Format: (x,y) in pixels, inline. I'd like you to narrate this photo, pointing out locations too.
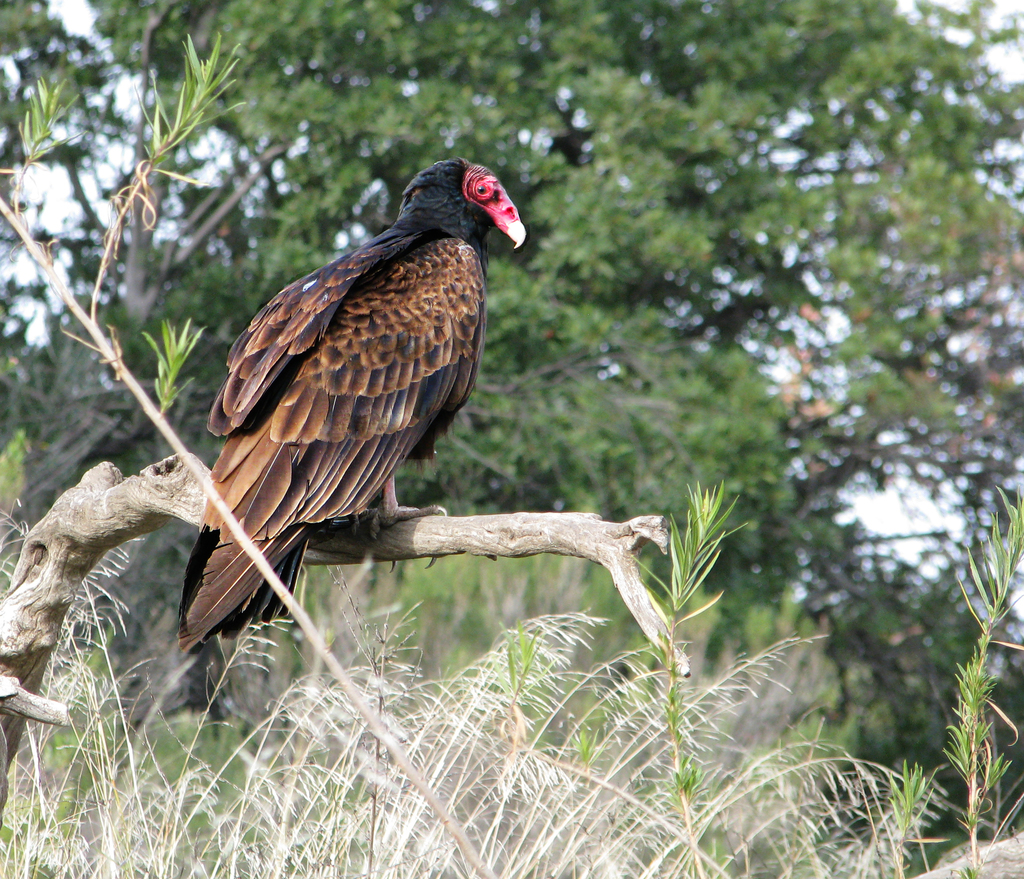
In the image there is a bird (268,503) standing on the branch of a tree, behind the bird (383,453) there are some other trees (763,408).
